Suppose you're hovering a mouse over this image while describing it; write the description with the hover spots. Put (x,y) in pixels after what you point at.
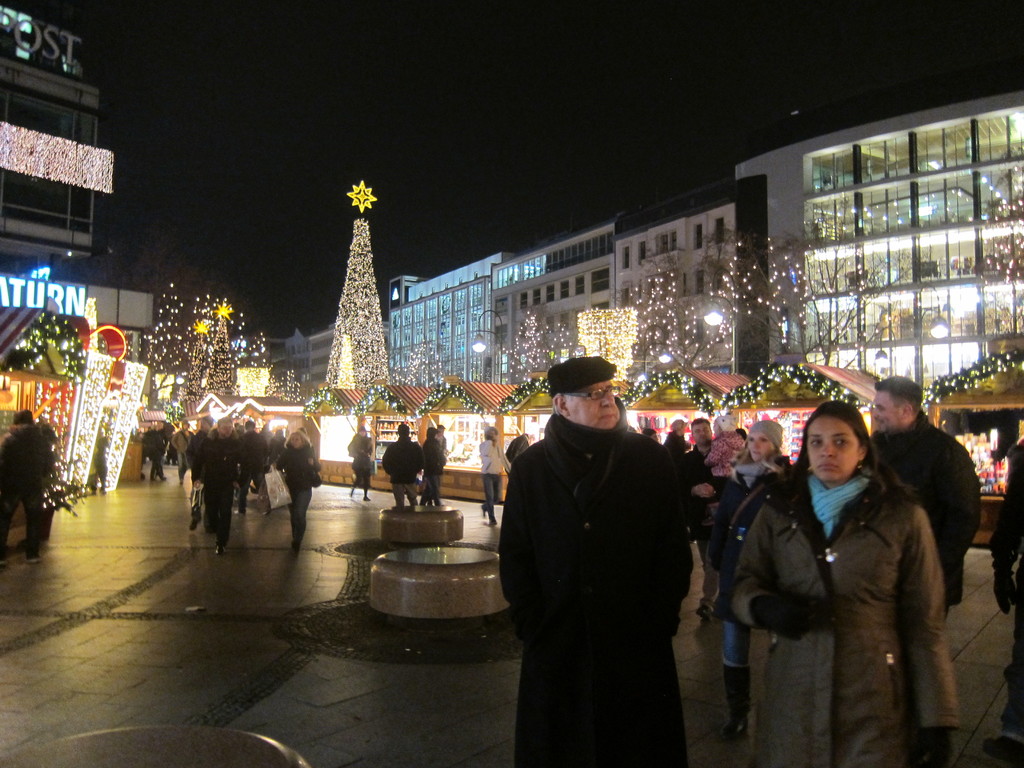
In this image we can see a group of people (442,465) standing on the ground (698,667). We can also see some benches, buildings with windows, some houses (471,431) with roof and some trees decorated with lights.
